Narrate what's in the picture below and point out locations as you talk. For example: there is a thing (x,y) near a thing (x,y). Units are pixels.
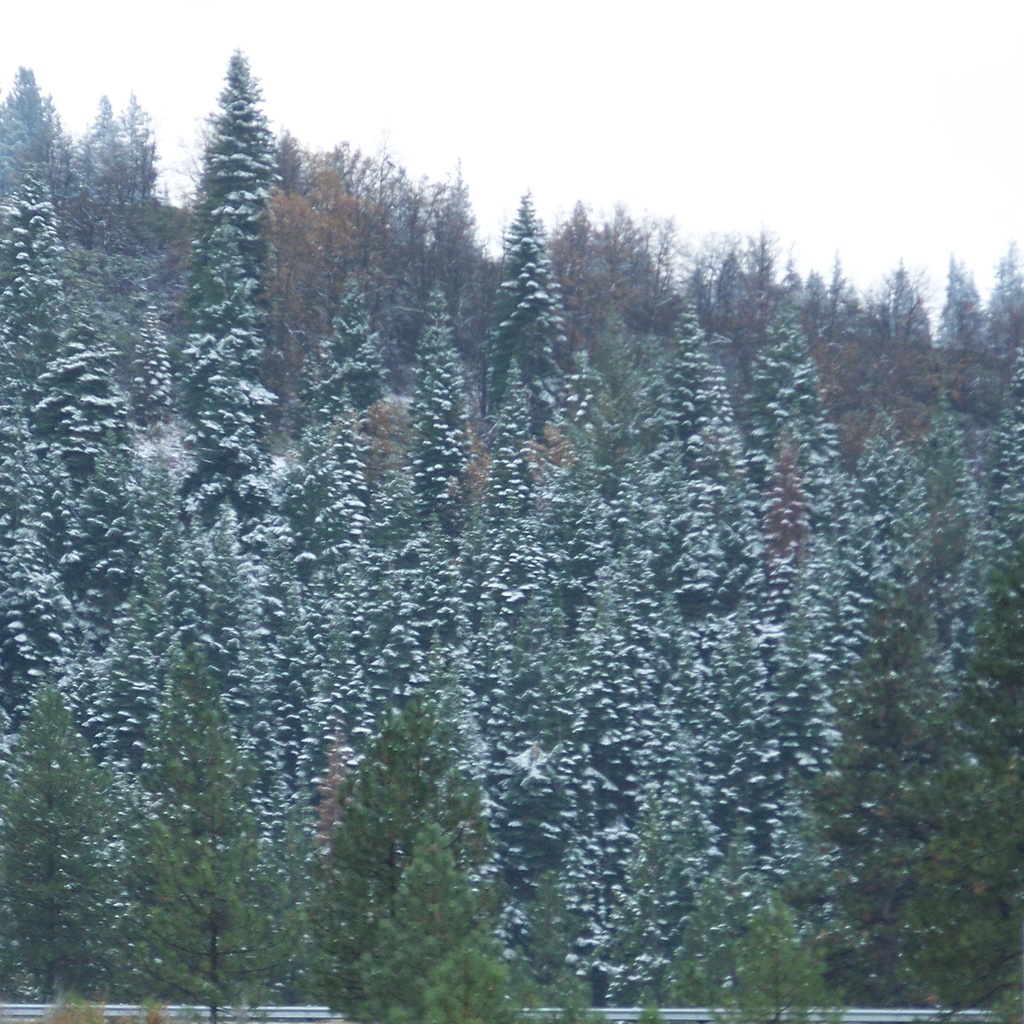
In this picture I can see the trees (363,724) in the middle (398,678), at the bottom (987,1013) it looks like an iron rod (187,1009), at the top (594,129) I can see the sky (568,126).
